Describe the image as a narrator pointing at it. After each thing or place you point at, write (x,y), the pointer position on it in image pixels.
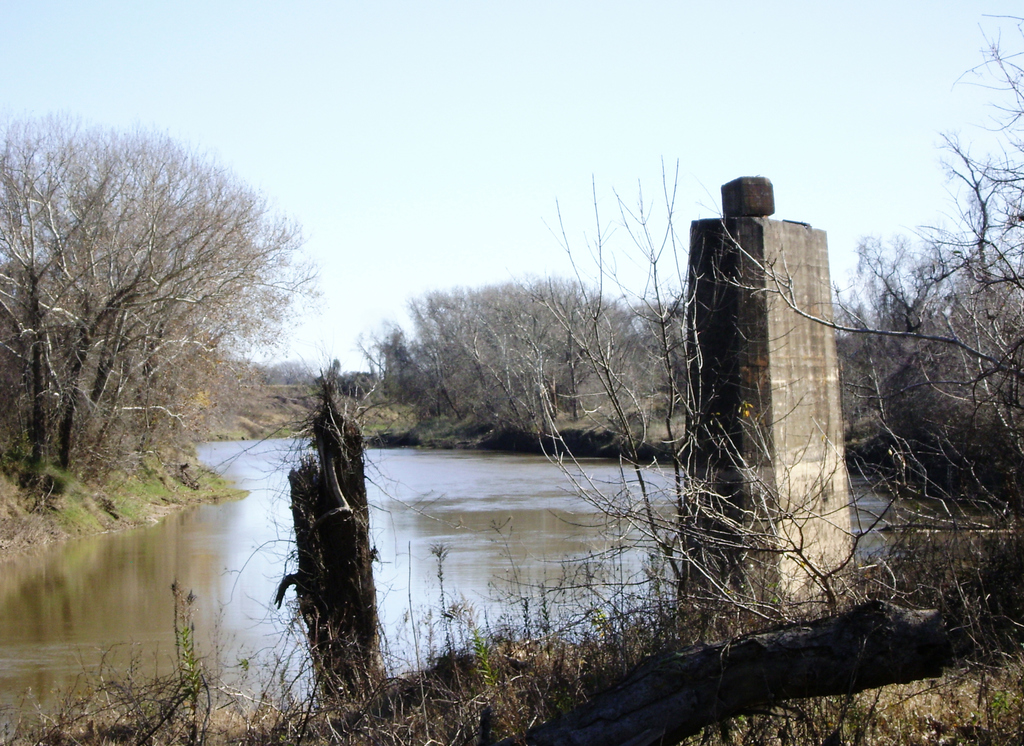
This picture is taken from the outside of the city. In this image, on the right side (990,484), we can see some trees (985,435) and plants (947,569). On the right side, we can also see a pillar (764,450). On the left side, we can see a wooden trunk (341,668). On the left side (117,254), we can see some trees (215,307) and plants (61,490). In the middle of the image (487,450), we can see water (597,486) in a lake (673,510). In the background (459,361), we can see some trees (470,327) and plants (472,317). At the top (515,49), we can see a sky (546,275), at the bottom (686,635), we can see plants (585,636) and a grass (950,693).
